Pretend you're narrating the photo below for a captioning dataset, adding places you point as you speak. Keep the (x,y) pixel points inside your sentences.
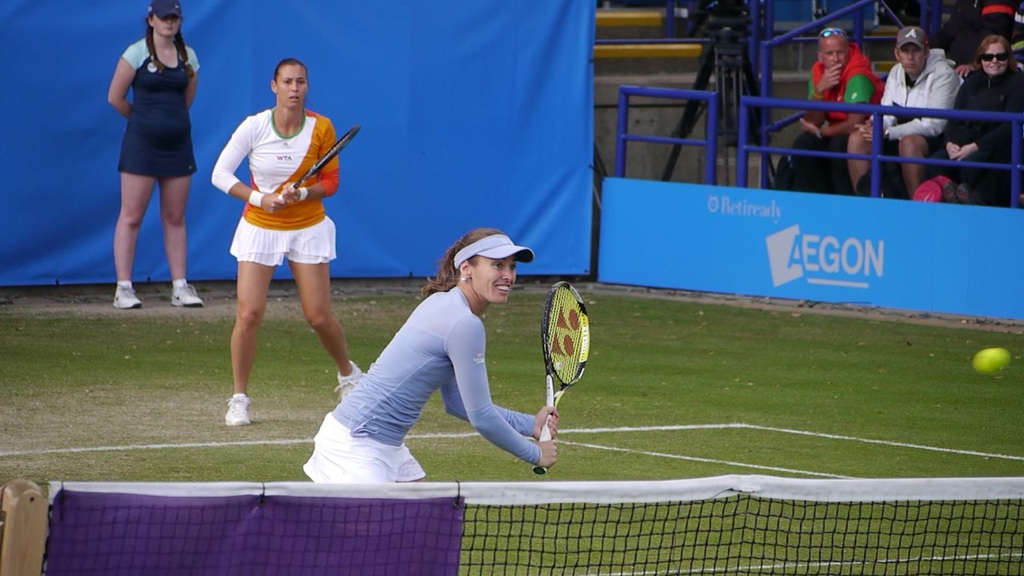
I could see two players (409,319) playing tennis in the court (190,417). In the background (421,92) there is a blue banner (398,41) and a lady (167,120) standing and to the right corner (873,96) there are some persons (919,94) sitting and watching the match.
